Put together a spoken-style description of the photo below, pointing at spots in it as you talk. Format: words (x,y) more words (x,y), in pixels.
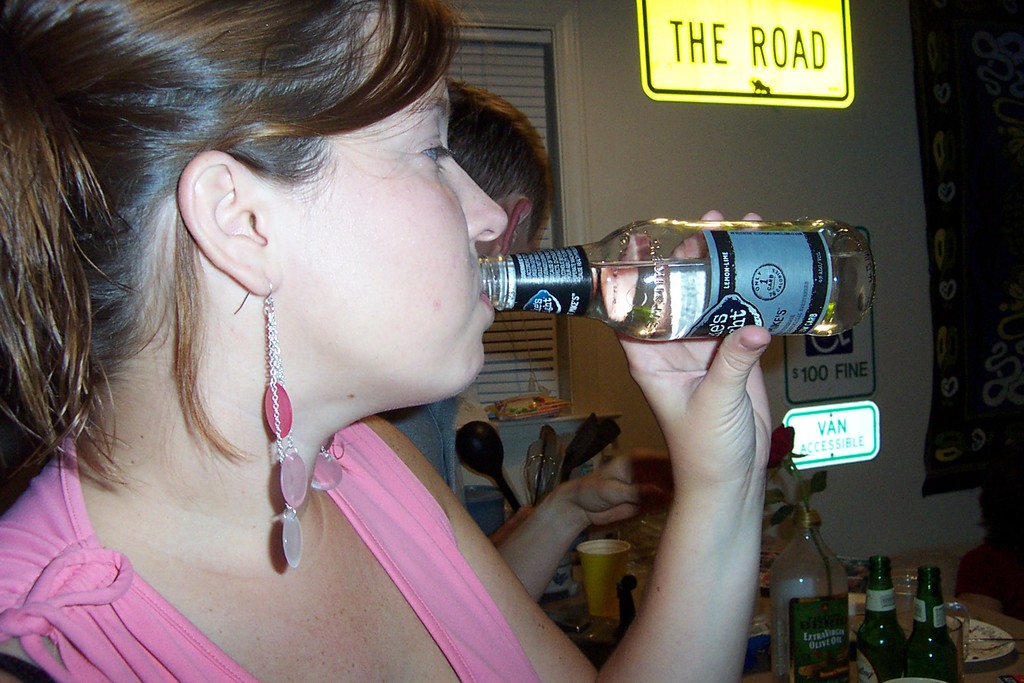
In this image we can see two persons (436,260) and one of them is holding a beverage bottle (537,268) close to her mouth (482,294). In the background (629,131) we can see walls (654,136), windows (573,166), cutlery (544,459), disposable tumblers (609,584), crockery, beverage bottles (877,625) and a curtain (972,478).
